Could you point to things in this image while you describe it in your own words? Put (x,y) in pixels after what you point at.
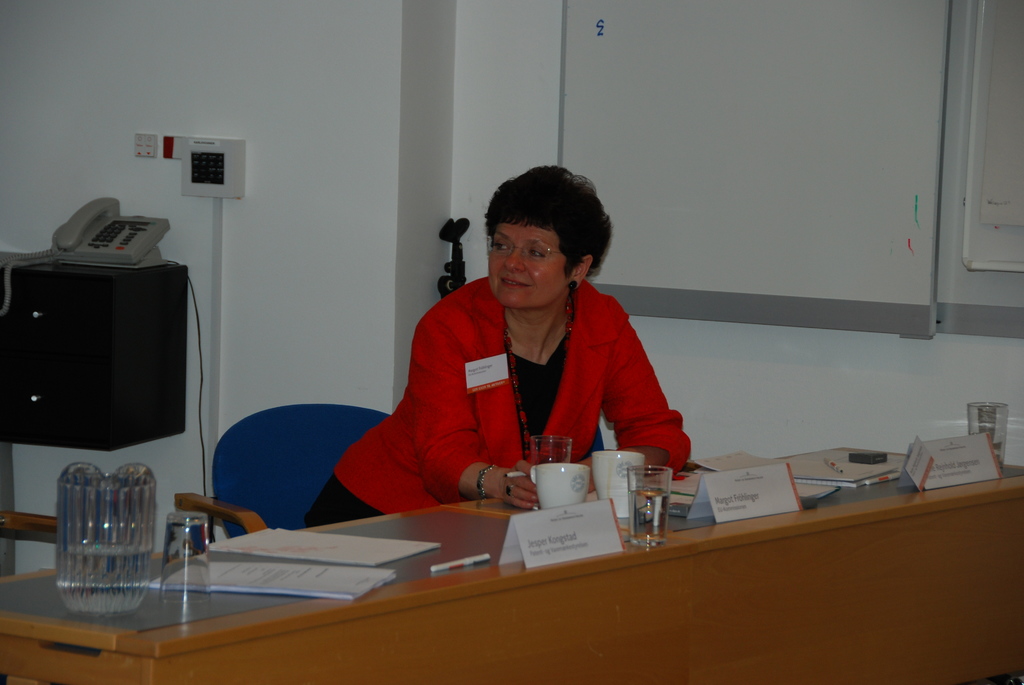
In the center of the image (541,356) we can see one woman (385,453) is sitting and she is smiling. And we can see she is wearing glasses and red jacket (408,432). And we can see she is holding some object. In front of her, we can see one table (424,566). On the table (424,566), we can see books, glasses (638,508), banners (789,481), cups (535,475), one mug (536,469), pens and a few other objects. In the background (286,123) there is a wall (401,89), boards (901,72), one landline phone (127,221), black color objects (130,331), one black and white object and a few other objects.
